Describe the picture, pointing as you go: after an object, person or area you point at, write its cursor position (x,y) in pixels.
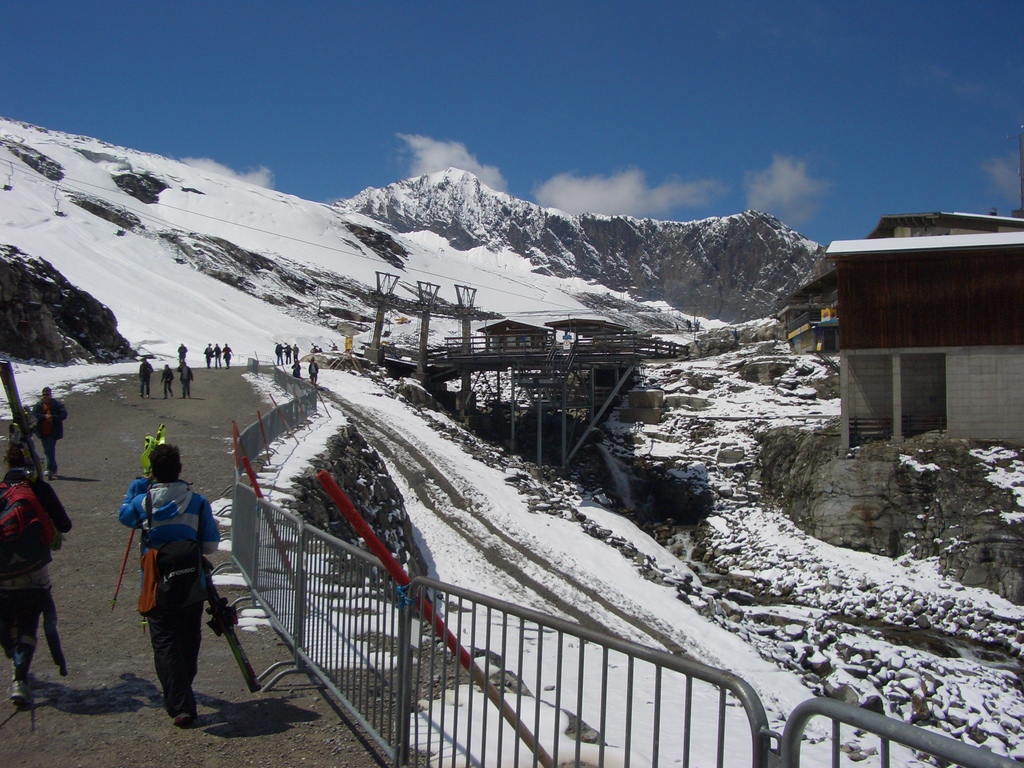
In this image I can see the road (106,599), number of persons (208,355) standing on the road (176,379), the railing (285,527), a bridge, some snow (359,266), few buildings (984,417), few poles (428,306) and few mountains (401,260). I can see some snow (274,244) on the mountains (345,243) and in the background (599,155) I can see the sky (485,137).
